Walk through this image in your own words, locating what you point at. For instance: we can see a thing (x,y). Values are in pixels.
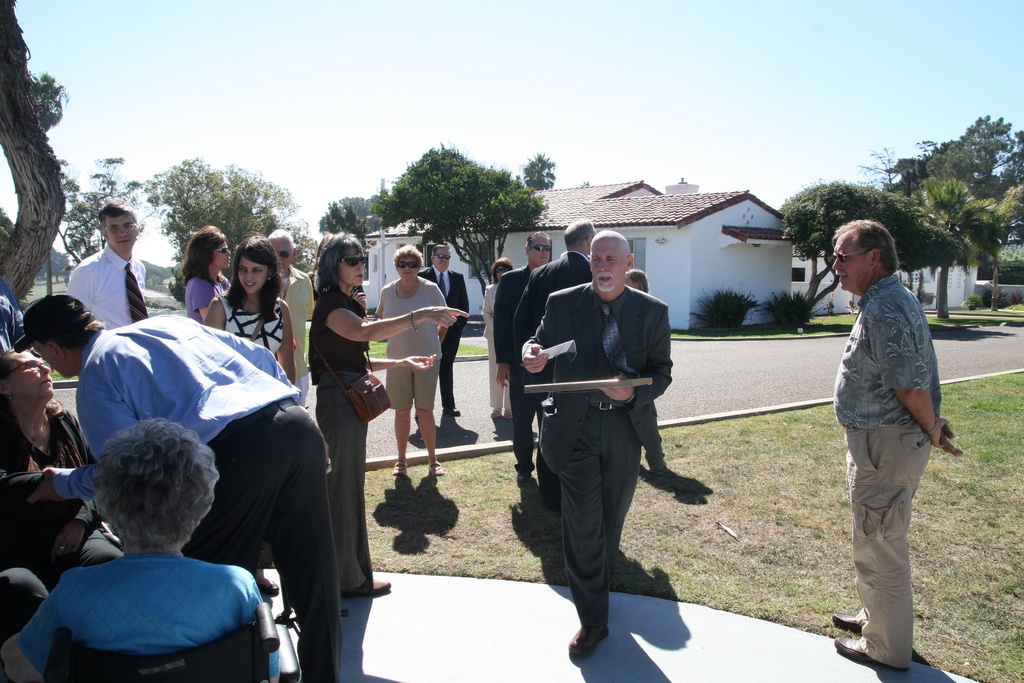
In this image, we can see a group of people (407,375). Few (329,396) are standing and sitting. Here a person (600,361) is holding some objects (562,382) and walking. Background (692,425) there are few houses (681,283), trees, plants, grass (961,312), roads (955,371) and sky (396,126).
